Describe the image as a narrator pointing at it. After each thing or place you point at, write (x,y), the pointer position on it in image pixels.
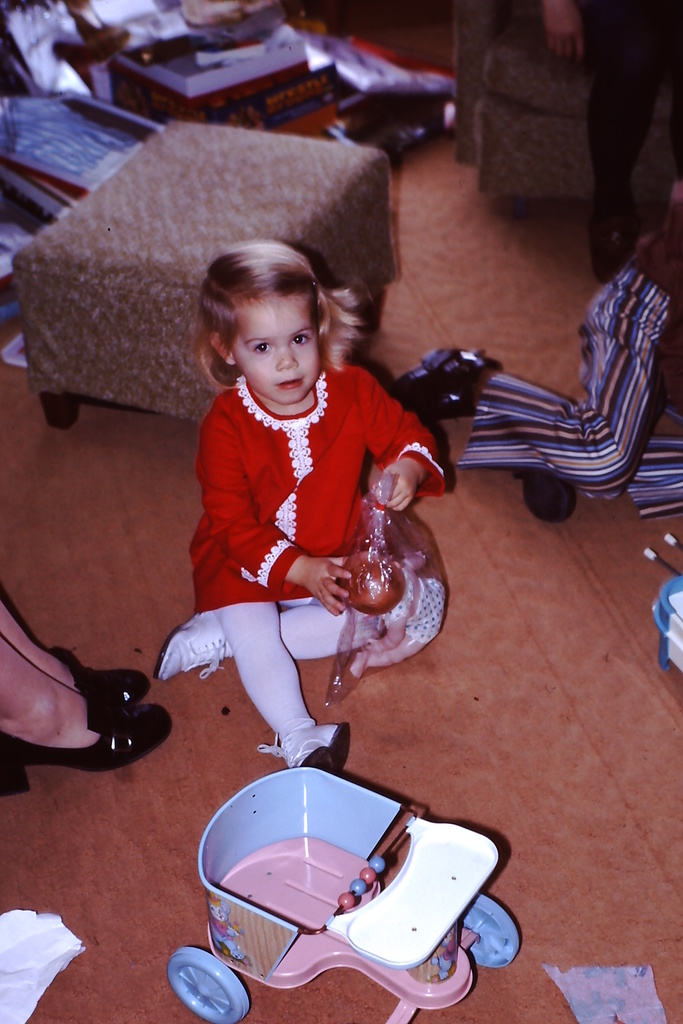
In this picture there is a kid (318,489) wearing red dress (308,482) is sitting and holding an object (389,565) on the ground (610,641) and there are few other objects (347,945) in front of her and there are legs (65,709) of a person (98,715) in the left corner (119,715) and there are few other objects (239,107) in the background (264,81) and there are two persons (677,147) in the right top corner (651,305).
